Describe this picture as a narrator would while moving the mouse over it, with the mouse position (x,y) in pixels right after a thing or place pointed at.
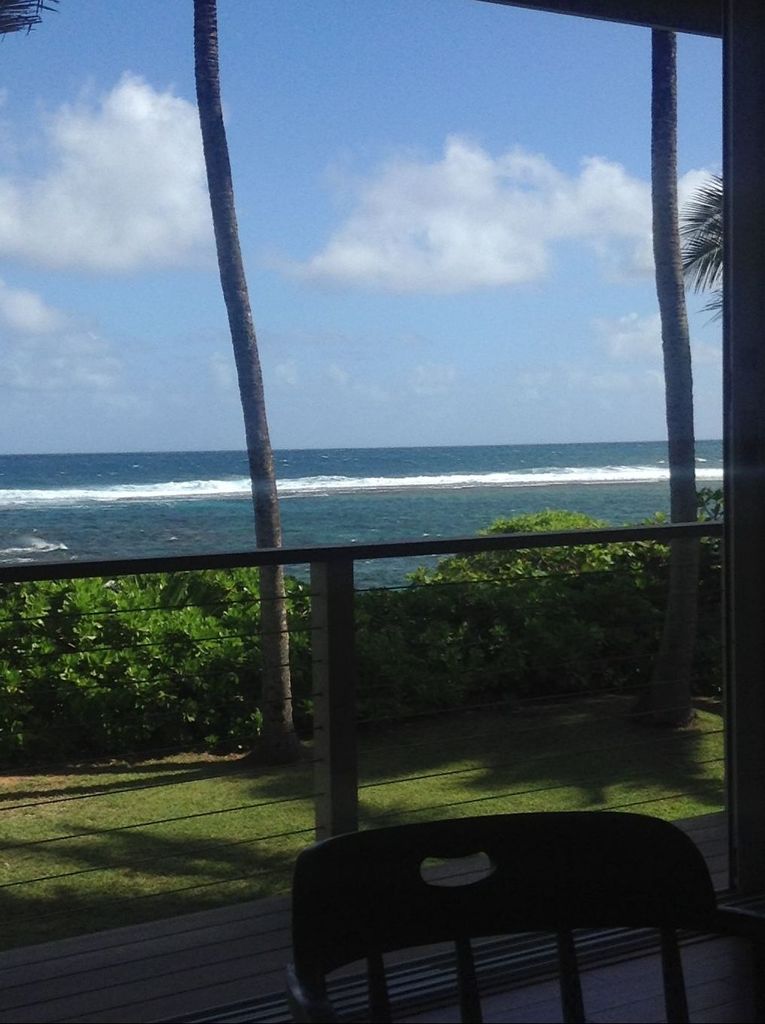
In this picture we can observe a chair (383,978) and a railing (347,640). There are some plants (139,619) and trees (281,571) behind the railing (683,528). In the background (170,498) there is an ocean (404,484) and a sky (414,221) with clouds (429,244).
